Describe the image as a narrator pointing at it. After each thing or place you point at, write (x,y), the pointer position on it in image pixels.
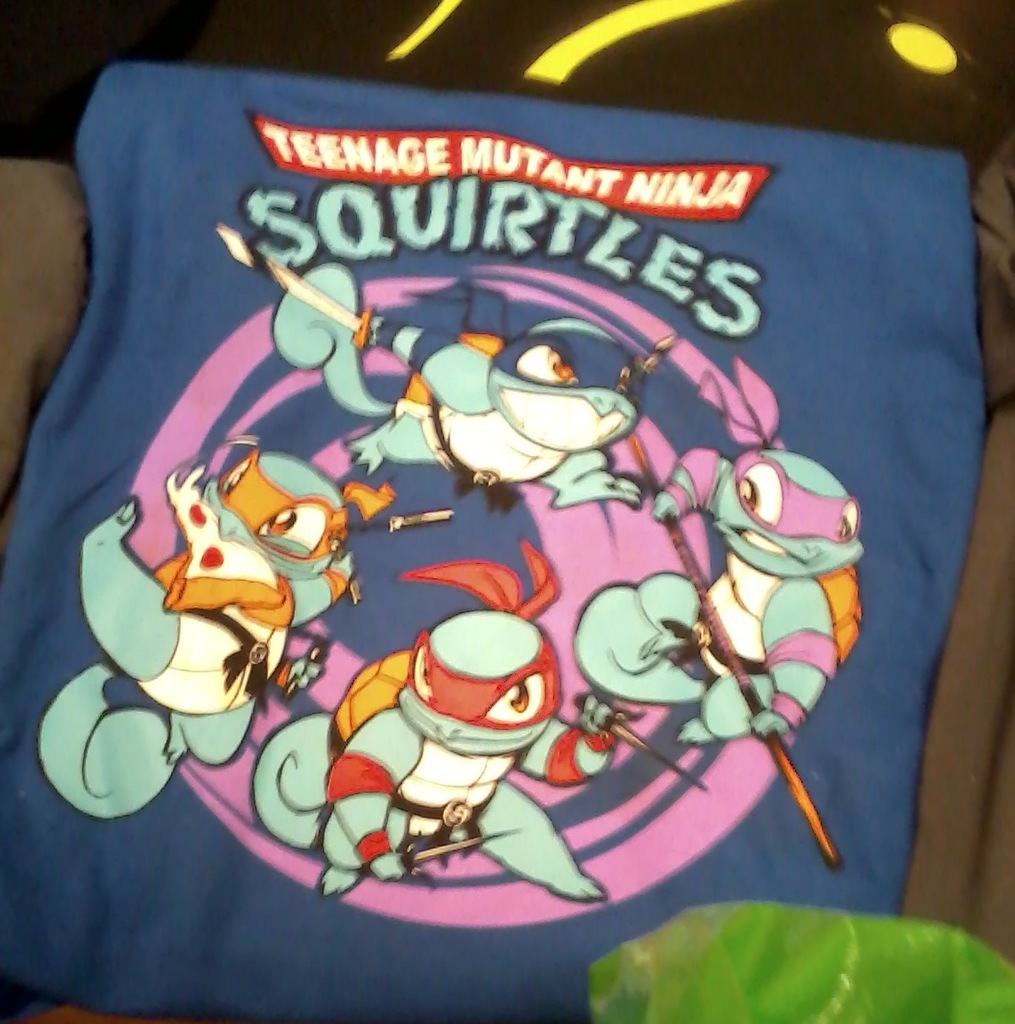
In the image we can see some clothes (231,130).
